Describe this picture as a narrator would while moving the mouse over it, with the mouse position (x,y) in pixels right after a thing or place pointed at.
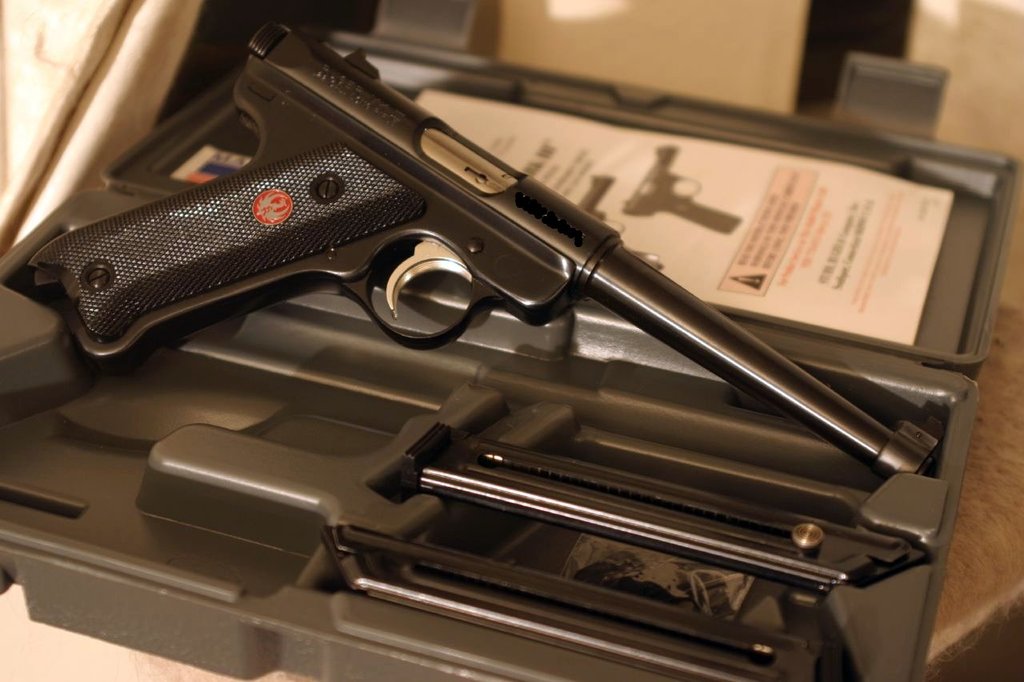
In this picture I can see a gun (373,159) kept on the gun box (311,424).
